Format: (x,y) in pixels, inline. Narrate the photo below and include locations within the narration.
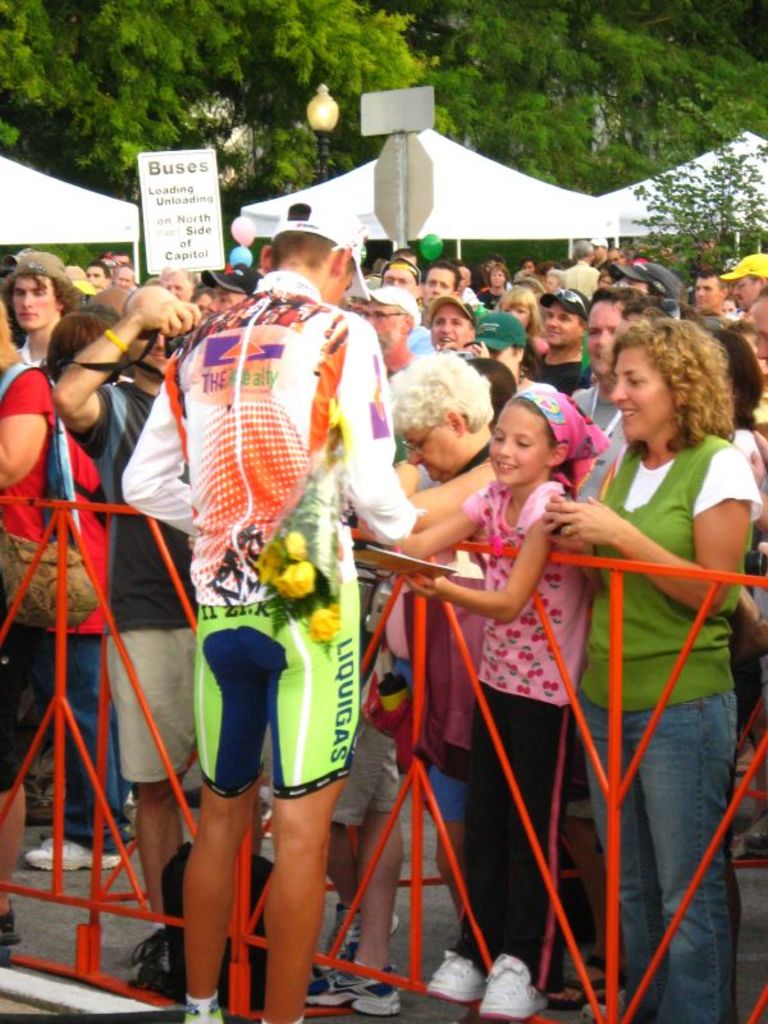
In this picture I can see few tents (375,160) and few people (427,375) are standing and I can see a pole (184,270) holding a placard (180,220) with some text (172,223) on it and another human (130,400) holding a camera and taking picture and I can see few of them wore caps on their heads (643,267) and I can see trees (722,193) and a man (239,602) standing and writing on the paper (425,571) holding a flower bouquet (300,529) and I can see a metal fence (29,580).
